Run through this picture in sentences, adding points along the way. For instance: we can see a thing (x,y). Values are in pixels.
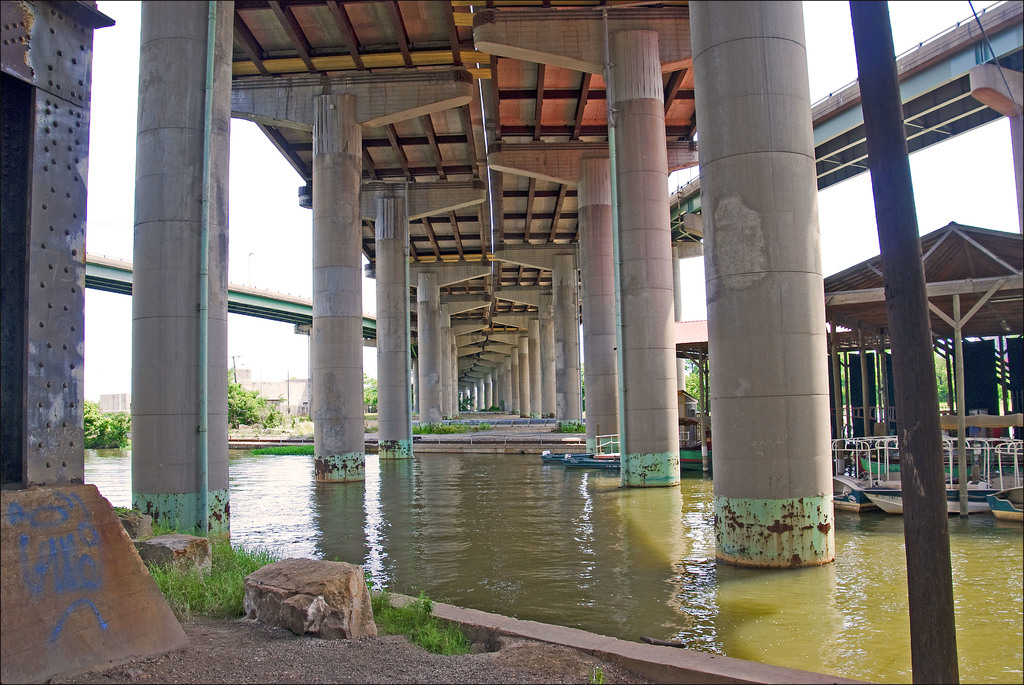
In this image we can see three bridges (1000,112), some pillars (385,433), some rocks (137,550), water body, some buildings (237,378), some poles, some text (84,585) on one rock (129,570), some sheds (853,335) with poles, some boats (1001,476) in the water (807,611), some objects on the surface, some trees (92,434), bushes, plants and grass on the surface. At the top (282,211) there is the sky (128,323).
